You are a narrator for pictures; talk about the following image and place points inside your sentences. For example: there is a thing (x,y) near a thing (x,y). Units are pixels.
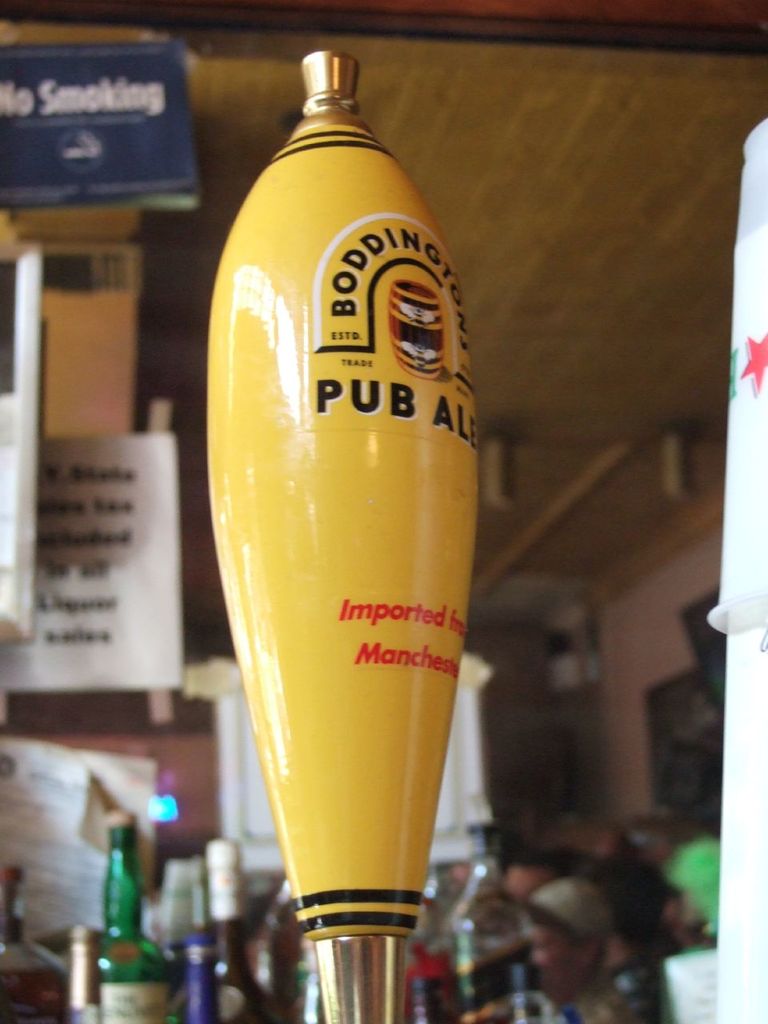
In this picture there is an object (346,336) in the foreground (340,551) and there is text (336,411) on the object (369,660). At the back (269,930) there are bottles (219,937) on the table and there are boards (78,373) and papers (46,786) and there is text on the boards (46,680) and there are group of people (607,876). At the top (541,297) there is a wooden roof (582,118). On the right side of the image (750,842) there is an object (737,758).
